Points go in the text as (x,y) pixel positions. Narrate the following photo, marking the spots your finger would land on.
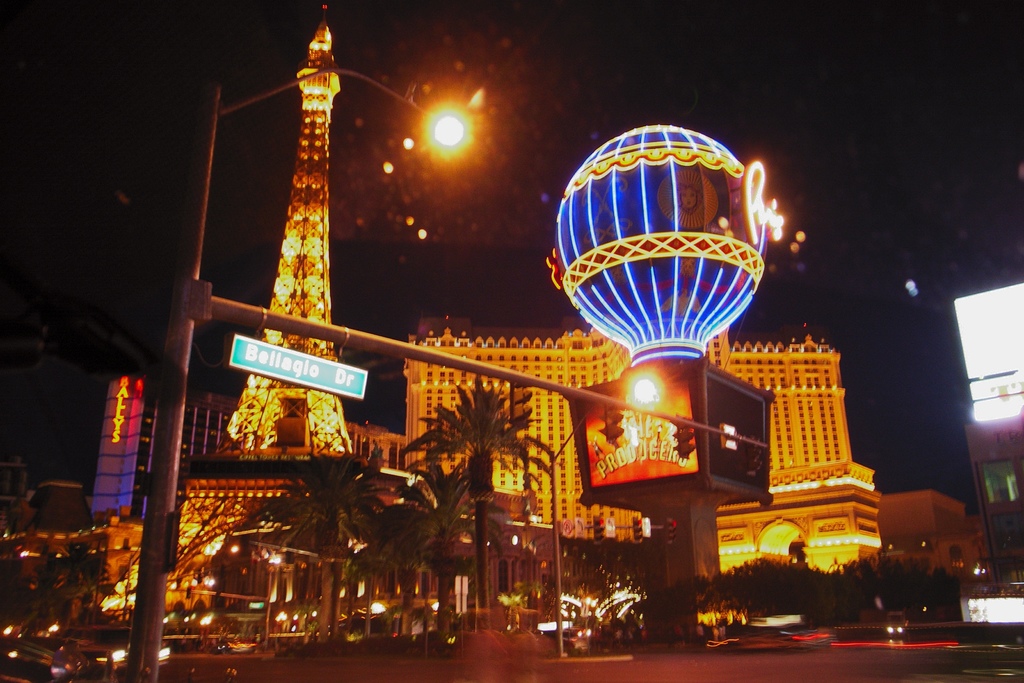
This picture is clicked in the city (563,544). At the bottom of the picture (523,652), we see the road (669,666) and vehicles (221,644) moving on the road (311,659). We see a pillar (674,218) or an object (663,335) with blue color lights (671,170). Beside that, we see a pole (184,340) and a board (310,363) in green color with some text (330,385) written on it. In the middle of the picture (344,411), we see a tower (305,137). Beside that, there are trees (504,463), buildings (446,464) and lights (44,538). At the top (569,74), we see the sky (496,70) and the street light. On the right side (1014,456), we see a building (1013,510). This picture is clicked in the dark.
